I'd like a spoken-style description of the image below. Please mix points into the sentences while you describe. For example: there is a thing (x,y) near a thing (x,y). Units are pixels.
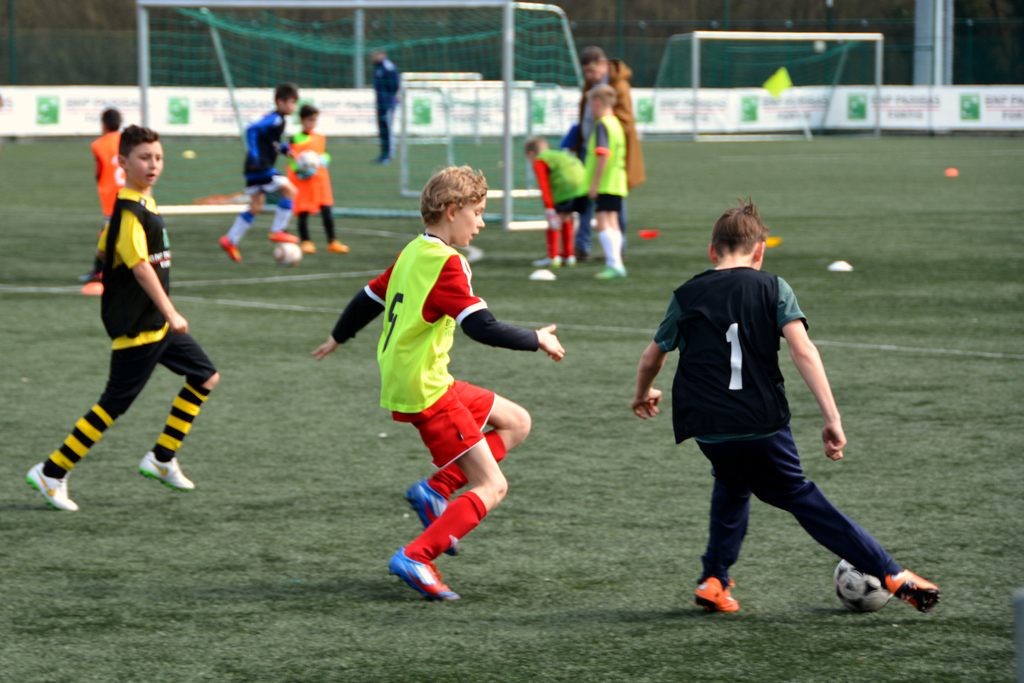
In this image I can see number of people (128,345) in sports wear (873,560). Here I can see a football (879,590).
